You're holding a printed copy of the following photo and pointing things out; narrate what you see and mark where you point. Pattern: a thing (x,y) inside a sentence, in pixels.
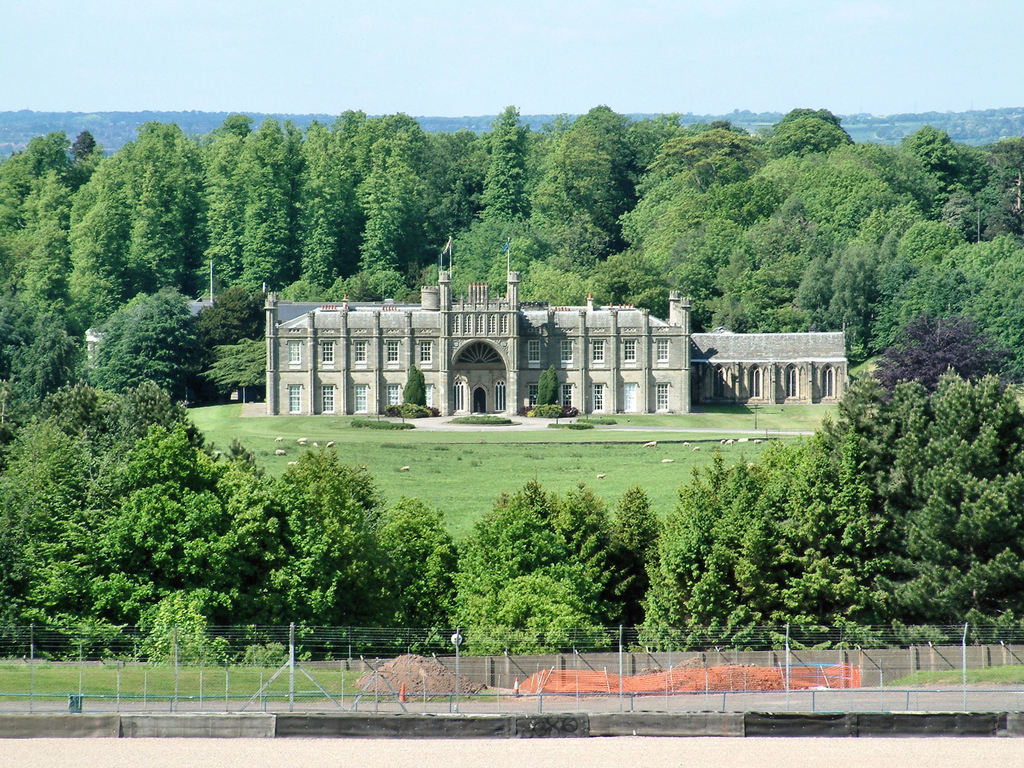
In this image we can see a building (510,376). And we can see the arches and windows (532,358). And we can see the metal fencing (447,672). And we can see the surrounding trees (298,520). And we can see the clouds (361,110) in the sky (388,89).
